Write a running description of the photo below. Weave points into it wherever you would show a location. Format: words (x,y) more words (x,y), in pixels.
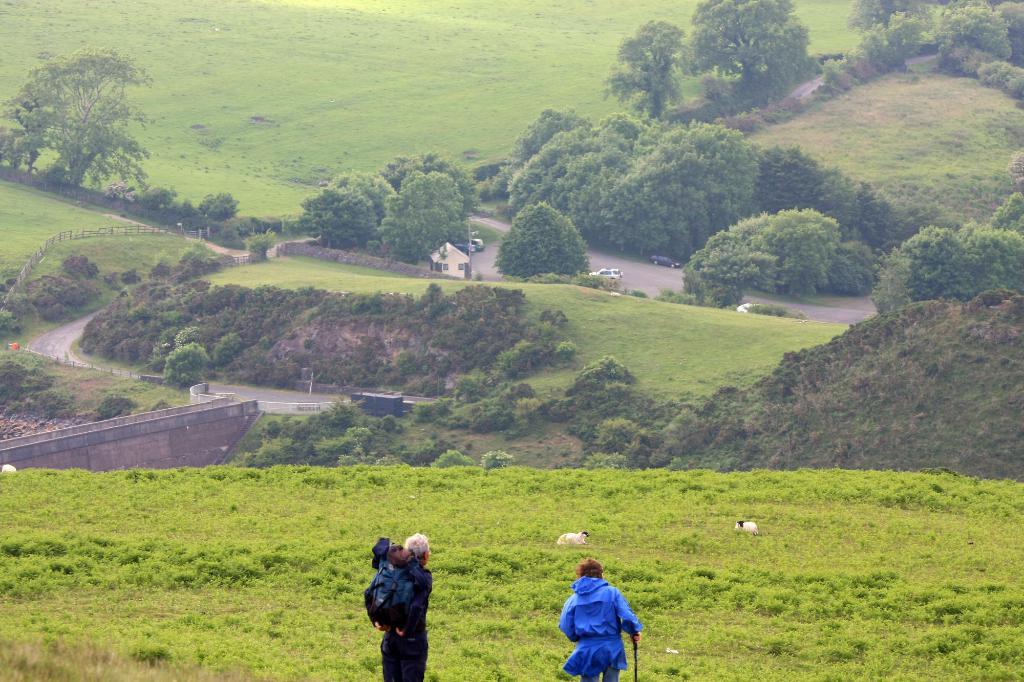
In this image we can see there is a woman (623,653) and a person (412,637) standing on the surface (250,616) of the grass (181,589). The women (611,659) hold a walking stick (635,657) and the person (393,641) holds the bag (401,596) on his shoulder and there are two animals (751,524) on the surface (487,538). In the background (179,366) there are some vehicles (603,270) on the road (635,269), plants (582,281) and trees (600,228).
